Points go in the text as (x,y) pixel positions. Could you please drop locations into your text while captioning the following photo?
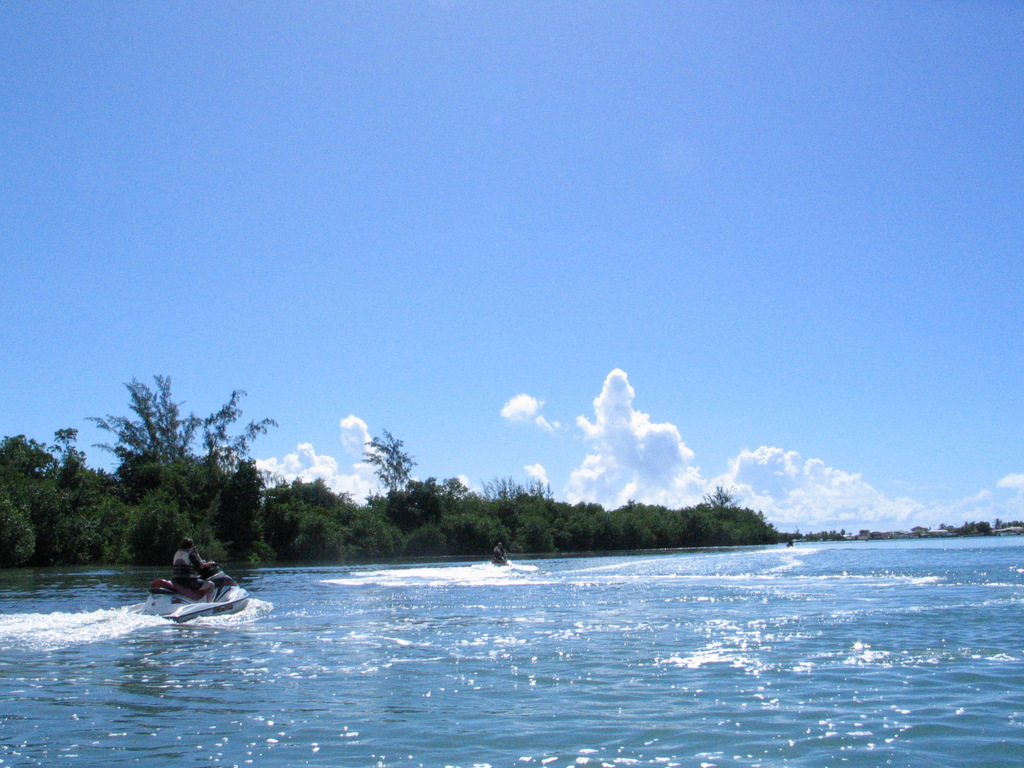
In this image, I can see two people (212,595) riding water scooters (211,605) on the water (550,621). In front of these people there are trees (564,524). In the background (622,489), I can see the clouds (300,460) in the sky (700,486).
